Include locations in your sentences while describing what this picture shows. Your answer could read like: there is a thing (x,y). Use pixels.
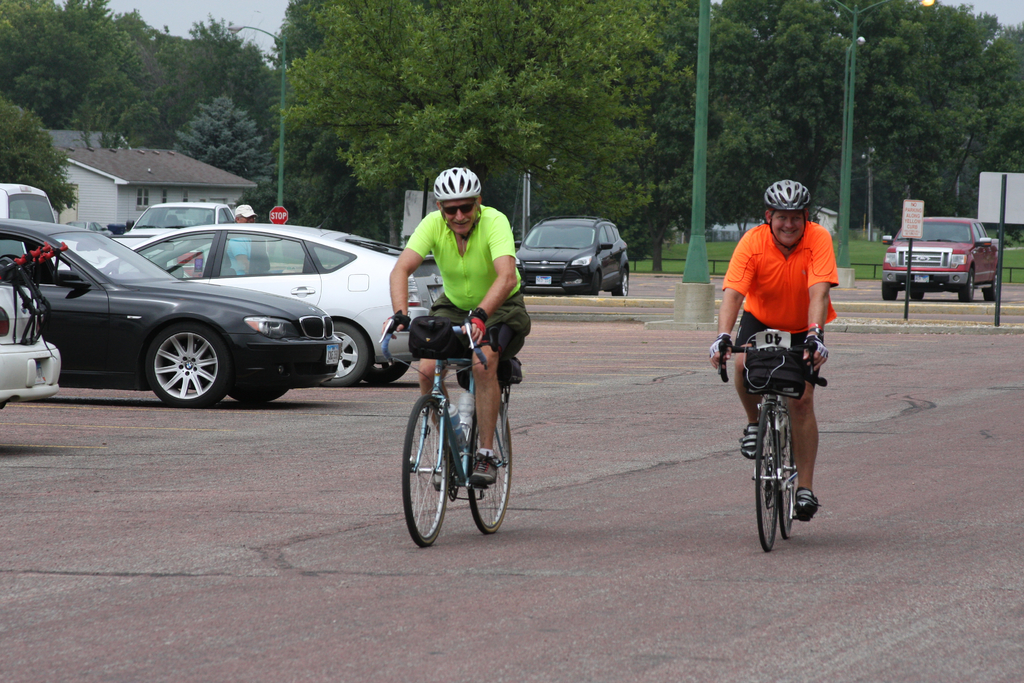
In this image we can see two persons (753,411) riding bicycles (424,500). Behind the persons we can see the vehicles (335,266), trees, poles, grass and a person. On the right side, we can see the poles (912,240) with boards (992,209). On the left side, we can see a few houses (85,203). In the top left (254,24), we can see the sky (195,5).
